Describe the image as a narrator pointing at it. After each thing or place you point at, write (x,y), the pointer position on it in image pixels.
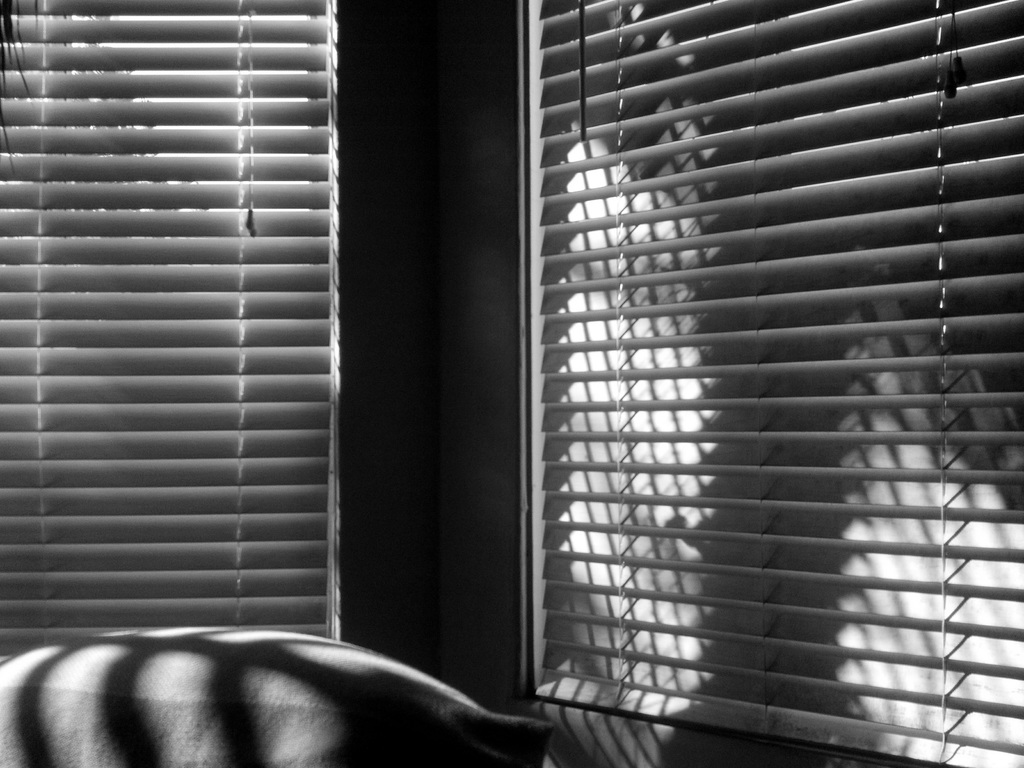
In the foreground of this image (368,667), at the bottom (351,717), there is an object (351,719). Behind it, there are window blinds (828,379).
